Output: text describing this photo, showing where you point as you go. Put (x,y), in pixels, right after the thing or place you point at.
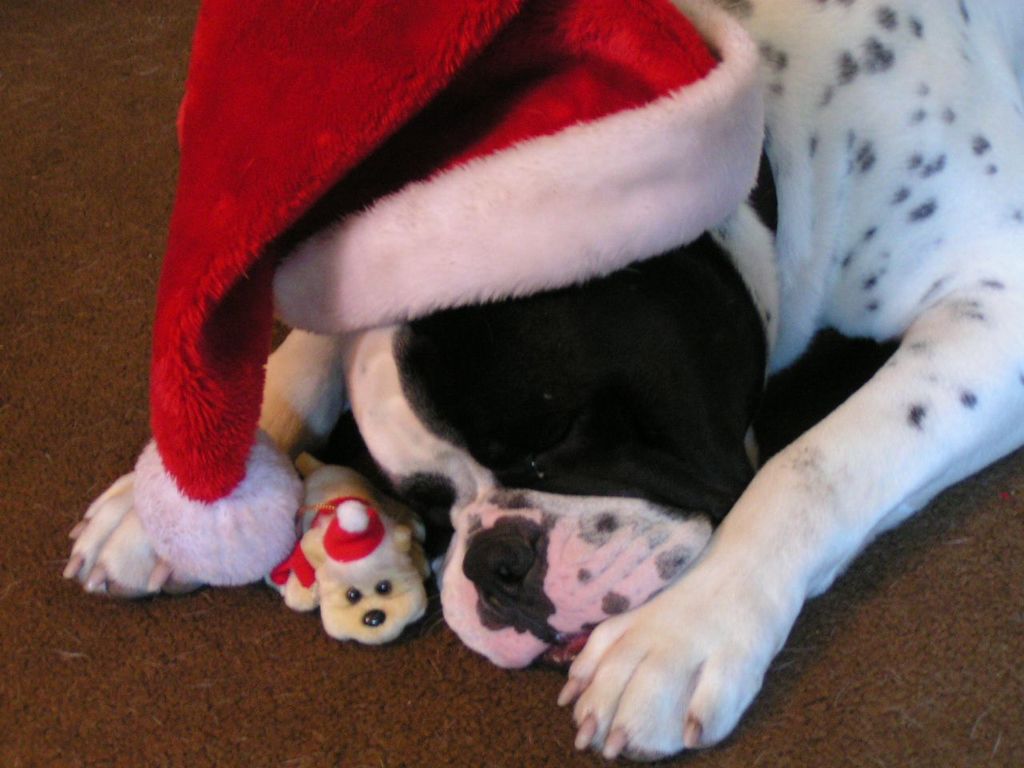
In this image, I can see a dog (736,398) with a christmas hat (602,223) and there is a toy (399,530) on the floor (444,624).
